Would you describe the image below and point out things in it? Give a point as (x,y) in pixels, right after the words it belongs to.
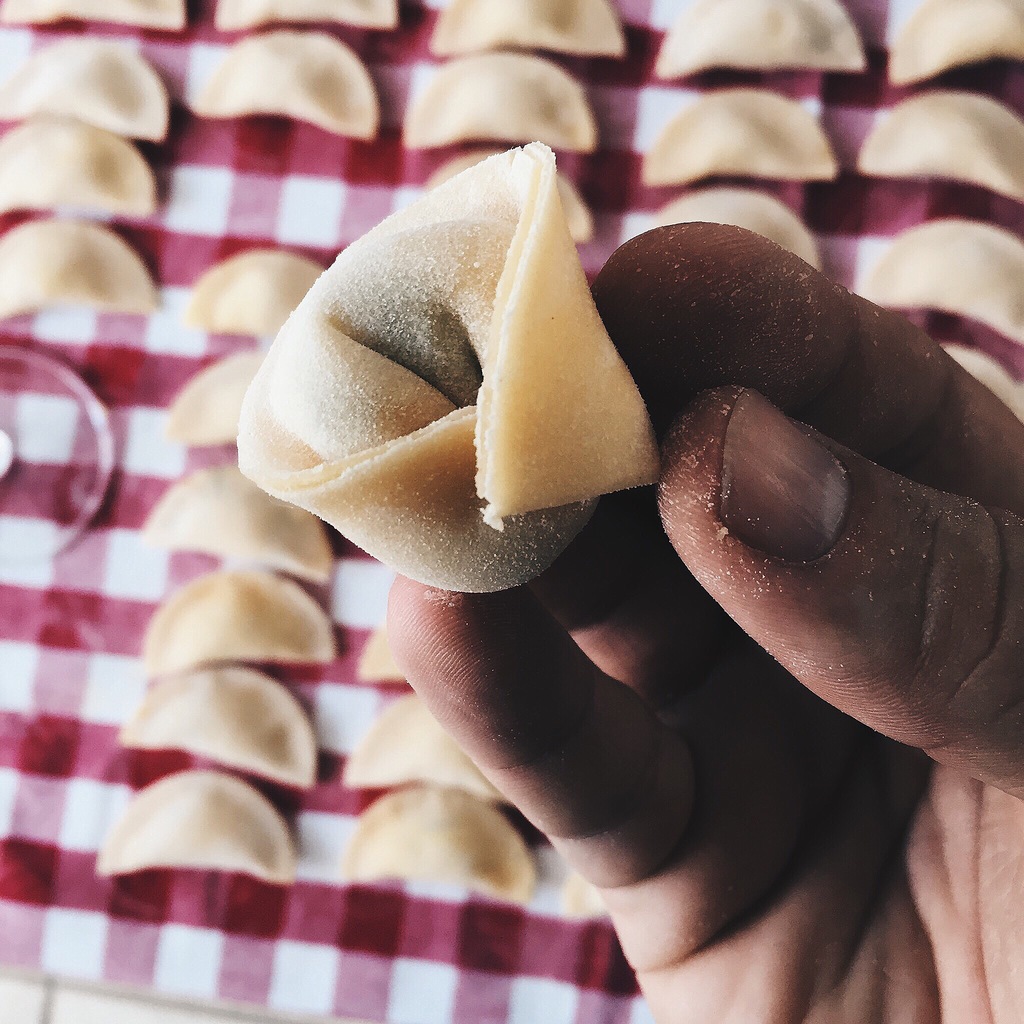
In this image I can see hand (715,265) of a person (799,278) is holding a cream colour thing (392,344). In the background (69,110) I can see number of cream colour things (341,4) on a red and white colour cloth (62,964).
